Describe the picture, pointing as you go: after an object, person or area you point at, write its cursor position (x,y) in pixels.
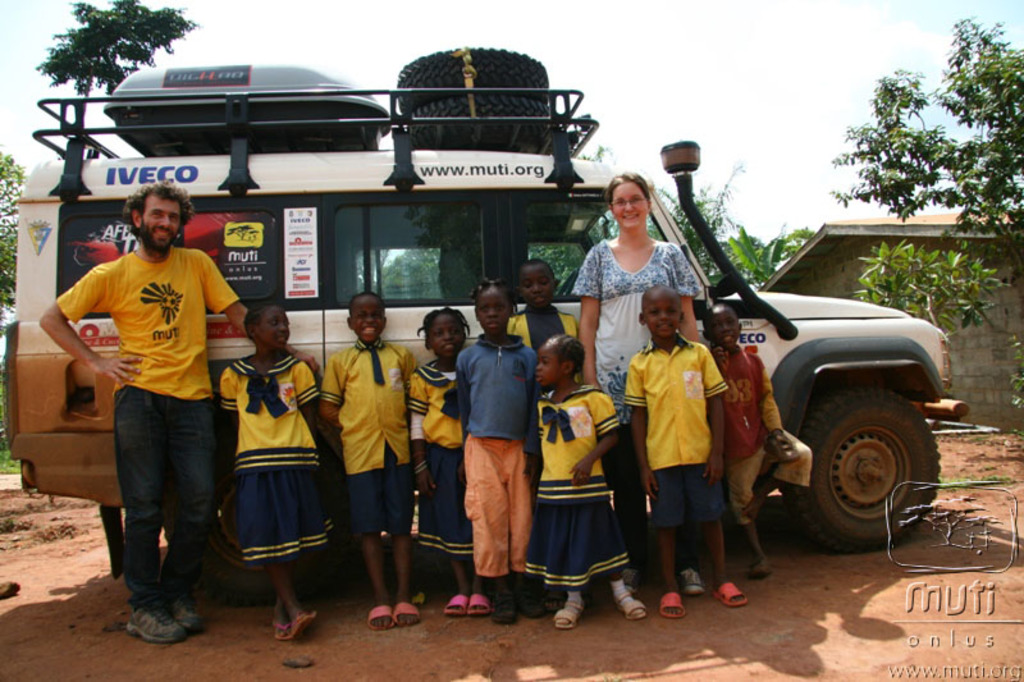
This image is taken outdoors. At the bottom of the image (238,670) there is a ground (773,647). At the top of the image (608,45) there is the sky (597,42) with clouds (769,64). In the background (903,152) there are a few trees (912,138). On the right side of the image (902,272) there is a house (995,356). In the middle of the image (455,233) a van (102,414) is parked on the ground (714,597) and there are a few things (467,107) at the top of the van (487,152). A man (166,295), a woman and a few kids (438,525) are standing on the ground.
